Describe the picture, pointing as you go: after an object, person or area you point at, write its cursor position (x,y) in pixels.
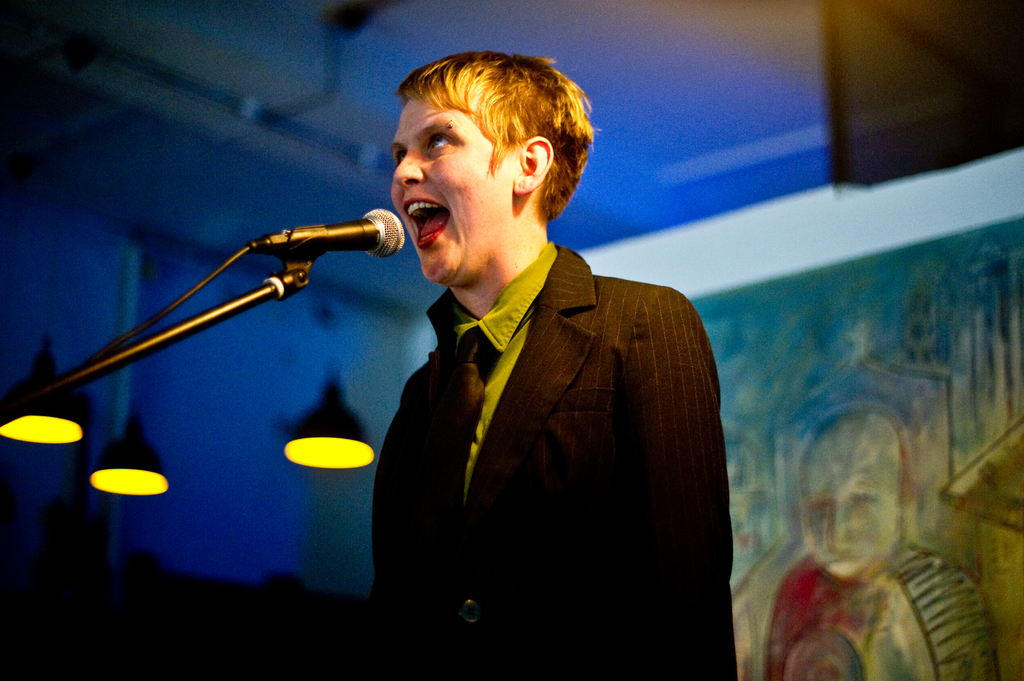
In this image I can see a person (535,547). There is a mike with stand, there are lights (98,484) and there is a blur background (116,66).
